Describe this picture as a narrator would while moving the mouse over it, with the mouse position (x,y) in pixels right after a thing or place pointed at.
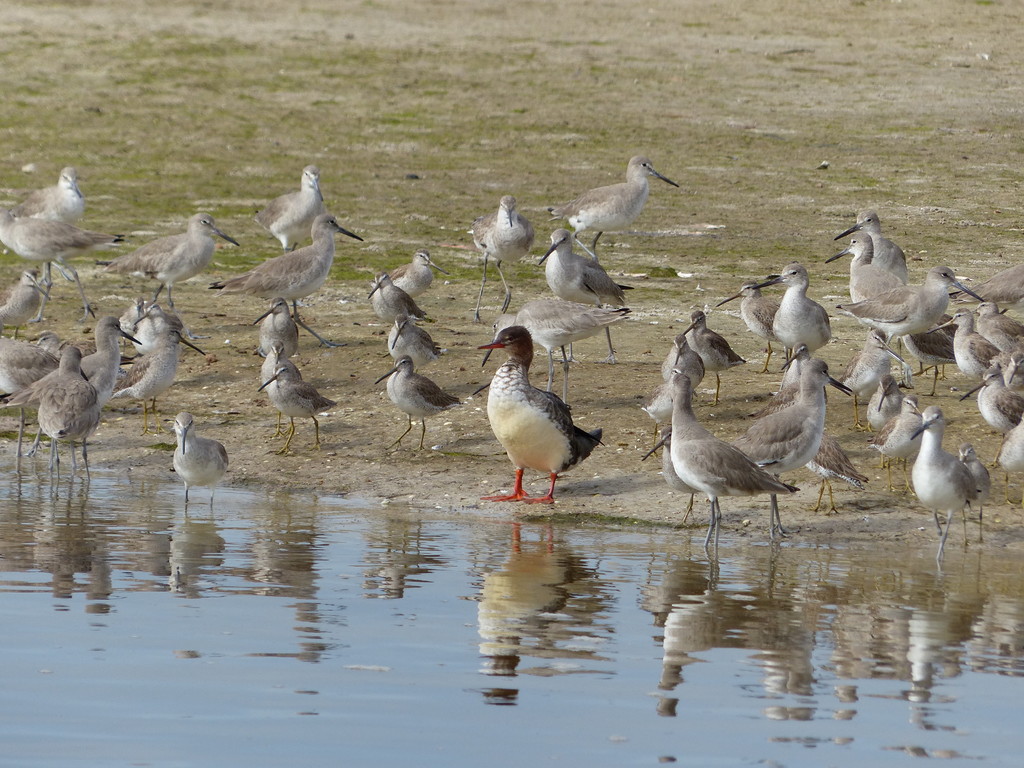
In this picture we can see water (126,685) and a group of birds (906,296) on the ground (145,227).
